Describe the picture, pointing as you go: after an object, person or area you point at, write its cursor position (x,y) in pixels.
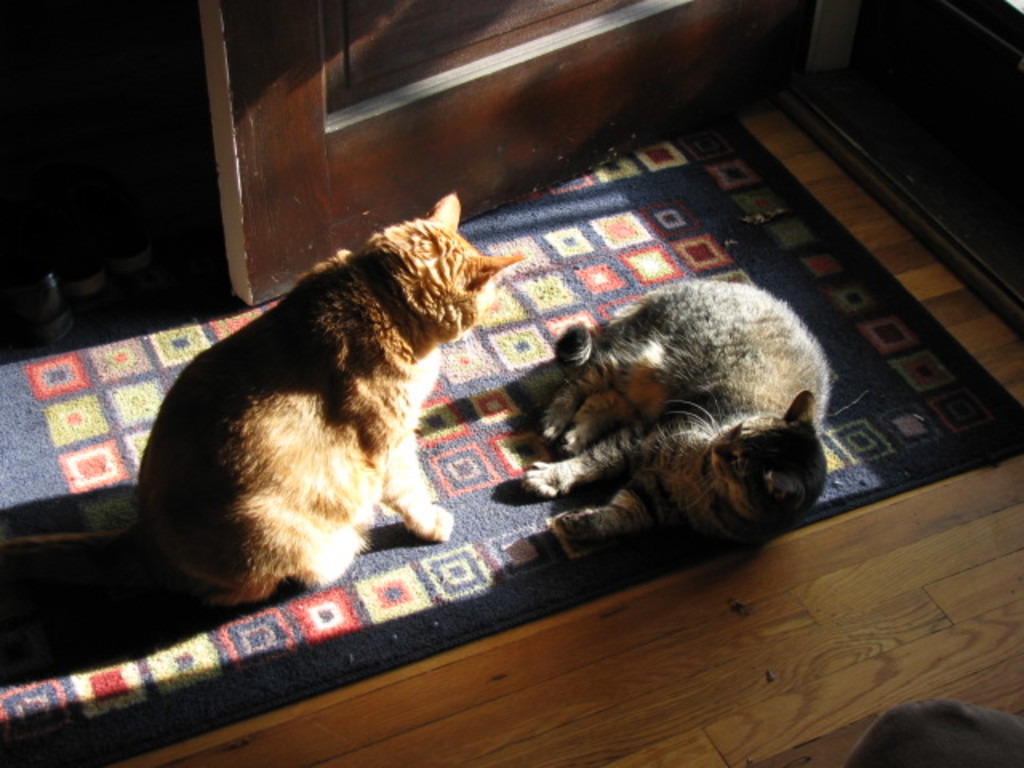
In this image on the floor (806,579) on a carpet (560,380) there are two cats (655,397). In the background (278,16) there is a door (299,181) and shoes (98,234). This is looking like an entrance (1001,233).
